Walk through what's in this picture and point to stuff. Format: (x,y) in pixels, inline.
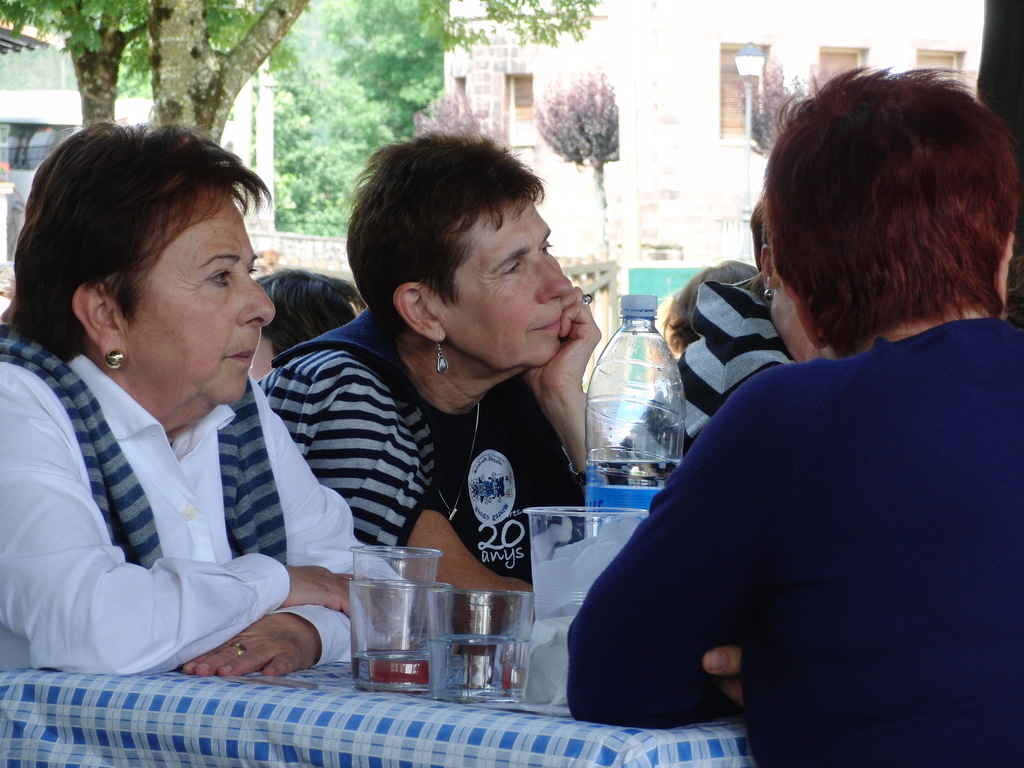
This picture might be taken outdoors. In this image, we can see a group of people (632,659) sitting on the chair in front of the table (206,701), at that table (199,706), we can see a cloth (345,687), few glasses (387,692) and a water bottle (666,362). In the background (275,331), we can see a group of people (275,331). Behind them we can see a building (700,153), trees (561,152) and a window (720,136).
